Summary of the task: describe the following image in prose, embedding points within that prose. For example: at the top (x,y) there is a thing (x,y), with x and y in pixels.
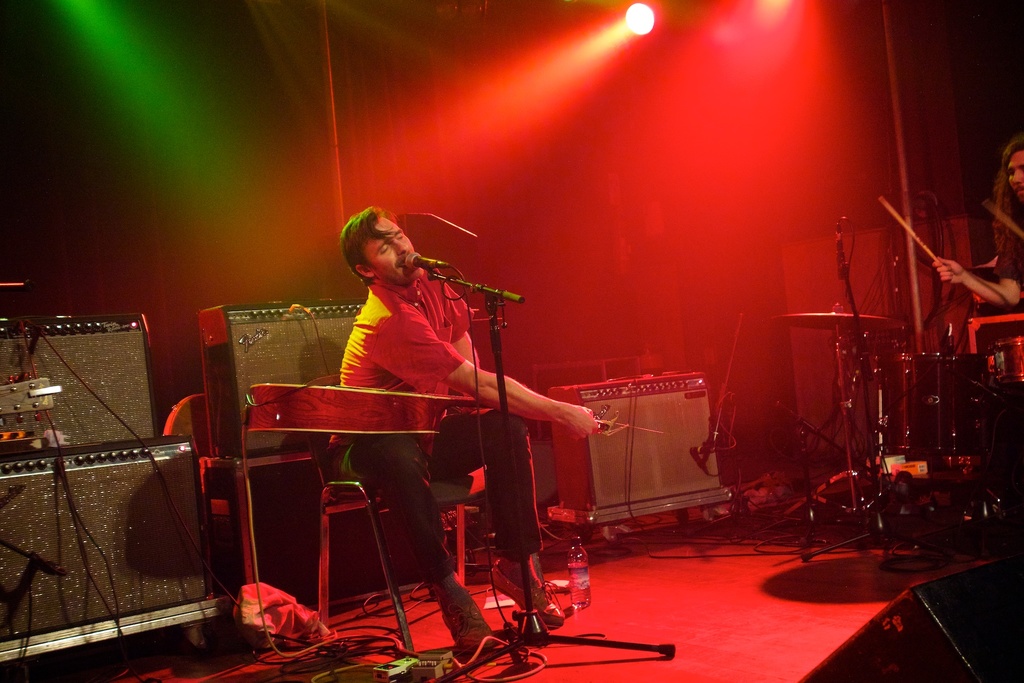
In this image I can see a man (350,450) is sitting on a chair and holding a guitar (423,406). I can also see a mic (410,263) in front of him. Here I can see one more person (954,269) and a drum set (899,395). In the background (580,66) I can see a light (567,52).
